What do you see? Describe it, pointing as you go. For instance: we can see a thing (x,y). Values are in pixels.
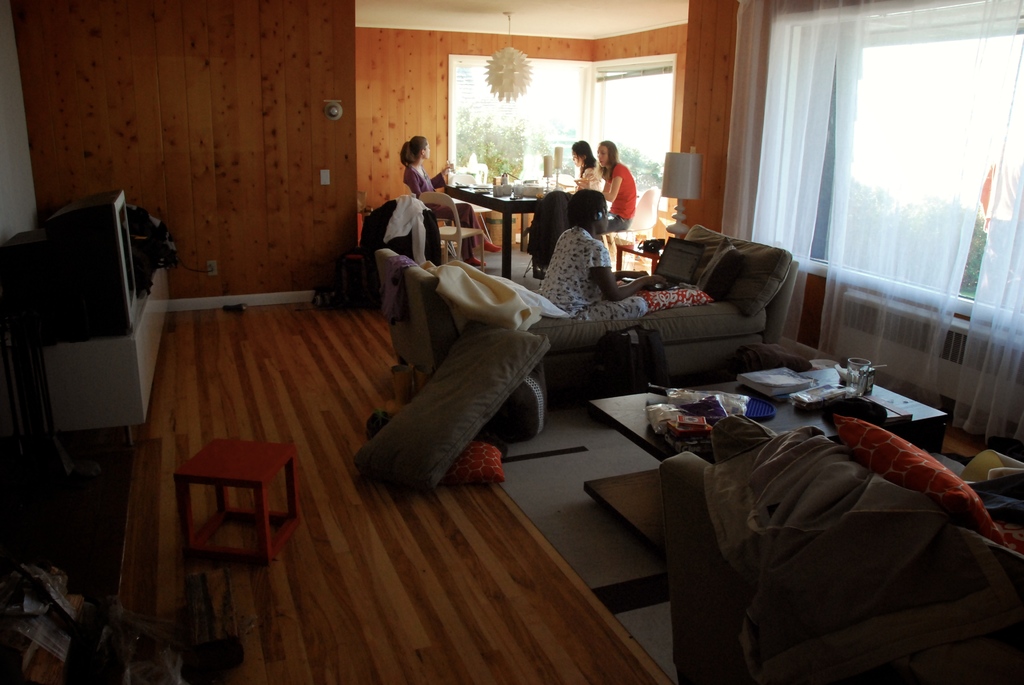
In this image there is a person (596,256) sitting on the couch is using the laptop (678,281), on the couch (499,310) there are cushions (706,271) and some other objects (523,314), beside the women (567,285) there are a few other women (612,191) sitting on the chairs (455,222), in front of them on the dining table (519,200) there are some objects (516,183), in this room (474,205) there is television (106,310) and some other objects (162,225) on a platform (108,377) and there is a stool (236,484), cushions (392,463) and other objects (138,631) on the floor (322,448) and there are some objects (734,409) on the table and there is a couch (675,529) with cushions (918,457) and some objects (809,527) on it and there are lamps (668,161) and switch boards (324,173) on the walls (330,159) and there is a lamp (506,61) hanging from the ceiling (506,4), in the background of the image (311,152) there are walls (331,160), beside the wall (383,157) there is a glass wall (911,152) with curtains (836,144) and there is a room heater (843,295), through the window (522,160) we can see there are trees (485,149) on the outside.
